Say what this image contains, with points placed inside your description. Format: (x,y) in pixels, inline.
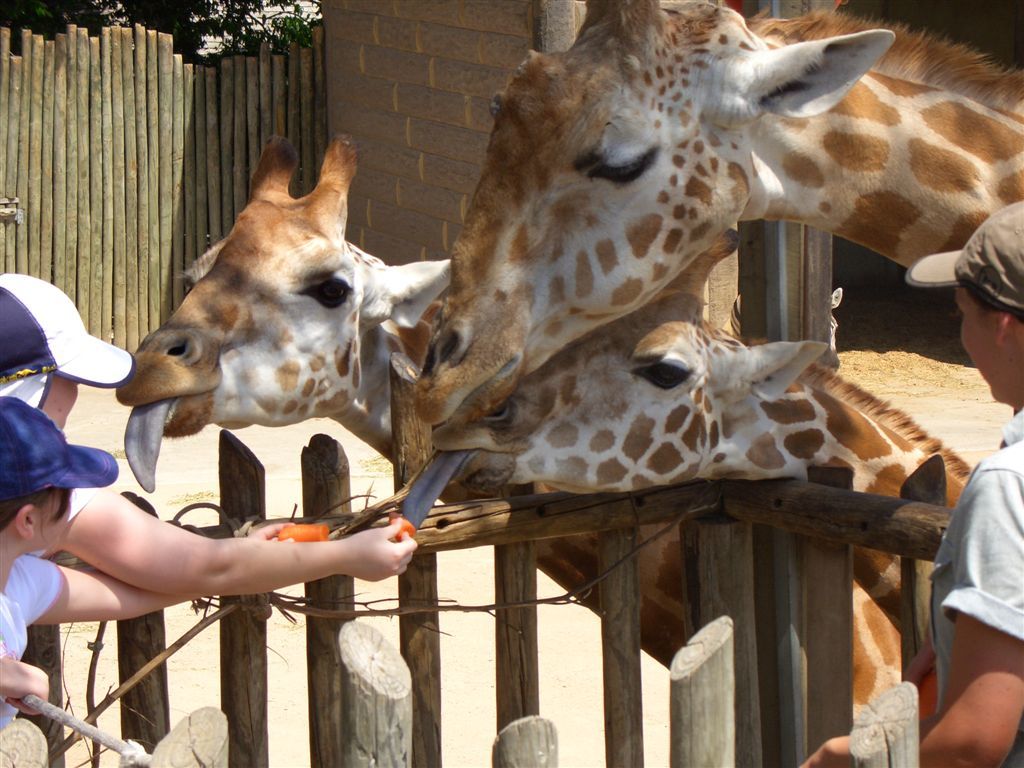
In this picture we can see three giraffes (522,287). We can see a person (195,557) holding objects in the hands (377,561). We can see one of the giraffes (436,476) licking an orange item (412,536). There are a few people (93,603) visible on the right (946,724) and left side of the image (75,590). We can see a few wooden objects (841,506), a wooden fence (201,66), wall (460,130) and a few plants (151,23) in the background (419,213).
